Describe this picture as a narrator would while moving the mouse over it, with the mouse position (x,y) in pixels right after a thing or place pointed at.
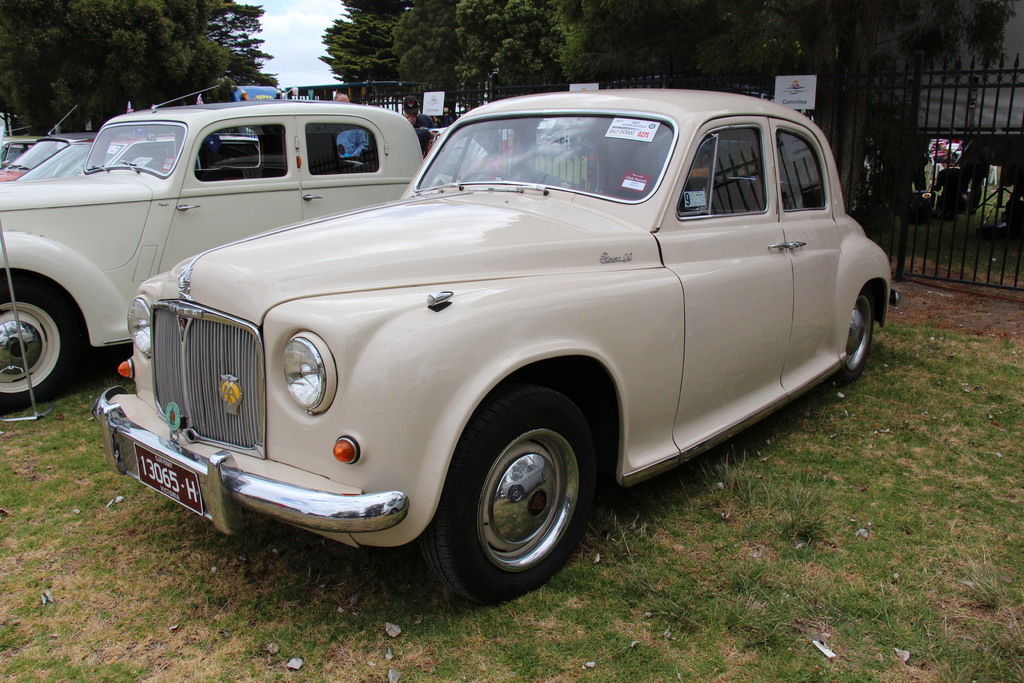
In this picture I can see cars (396,257) on the ground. In the background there is fence (914,139), trees (467,54) and the sky (307,51). Here I can see the grass (750,594).
